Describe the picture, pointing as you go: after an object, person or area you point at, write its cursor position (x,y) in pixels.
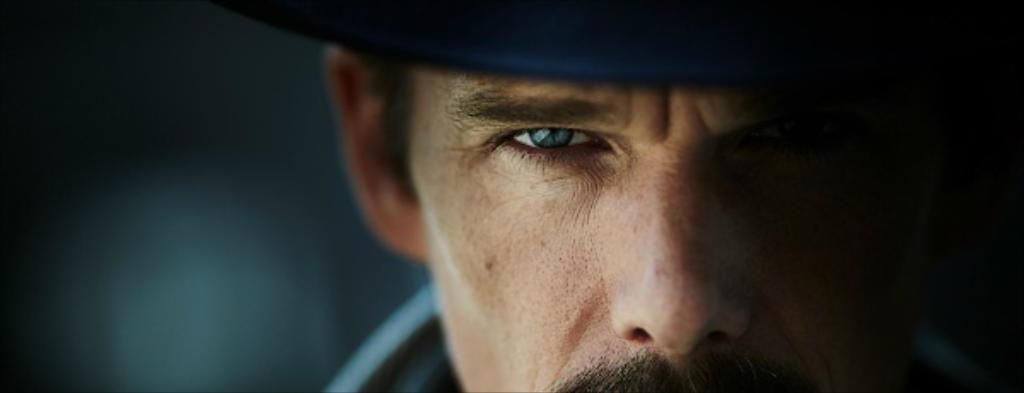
This is a picture of a person (432,190) wearing a blue color hat (358,18) and the background (312,287) is blurred.
